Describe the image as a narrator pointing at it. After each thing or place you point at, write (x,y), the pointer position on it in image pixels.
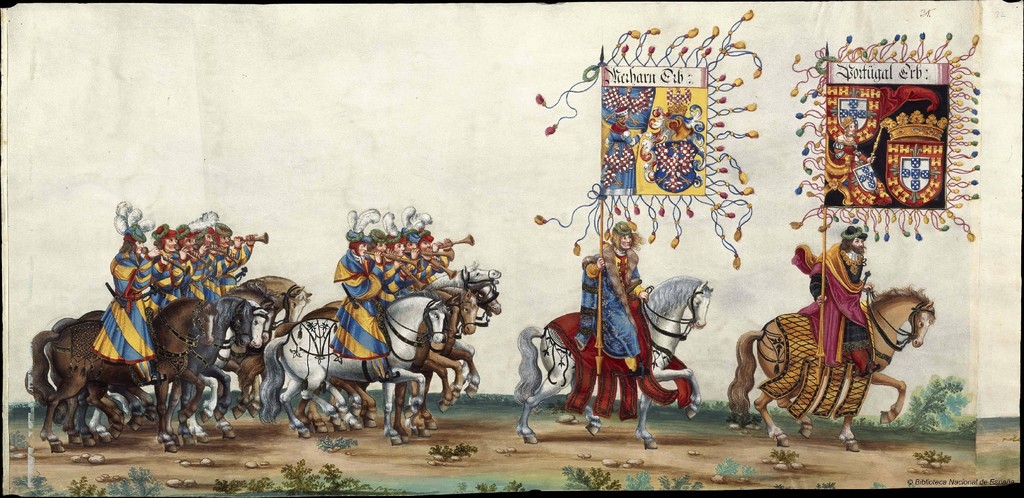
This is a poster (408,321). In this image there is a painting (290,192) of group of people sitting on the horses (238,334) and there are two persons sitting on the horses (567,341) and holding the flags (963,134). At the bottom (955,429) there is grass (826,422) and there are plants (749,468) and stones (912,470) and there is ground (865,461). At the bottom right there is text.
